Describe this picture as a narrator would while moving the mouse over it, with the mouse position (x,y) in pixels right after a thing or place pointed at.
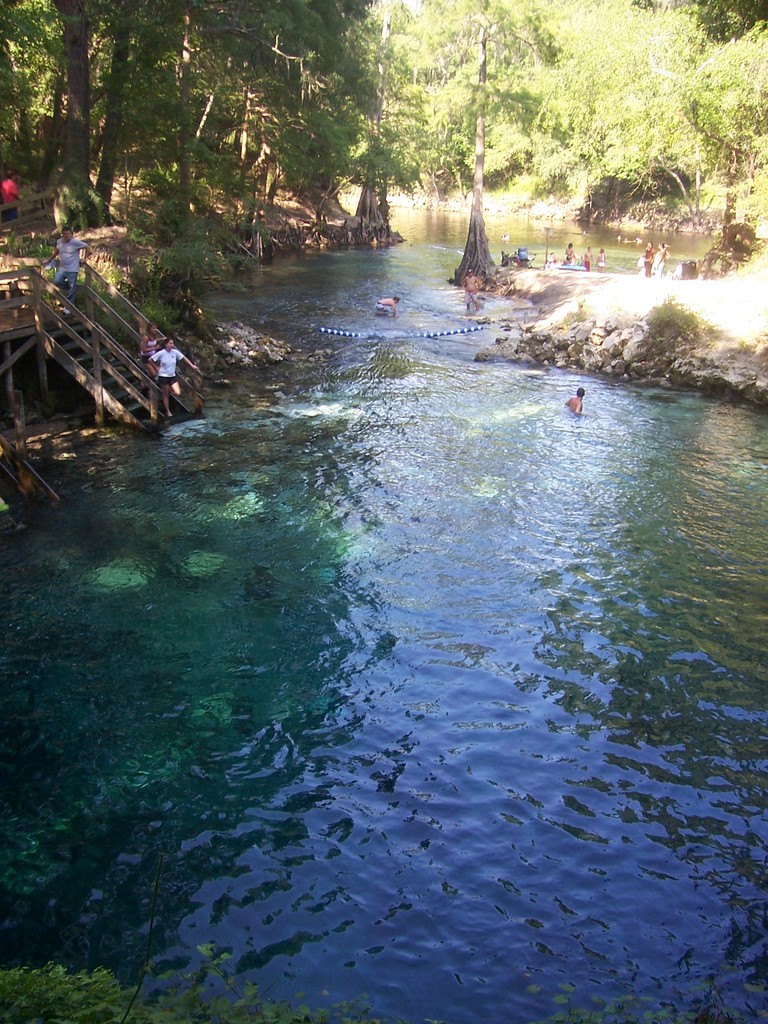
This image consists of water (381,733) in which there are two persons (395,305) swimming. To the left (141,375), there are steps (120,393) made up of wood (90,386). In the background (176,67), there are many trees (690,125).
